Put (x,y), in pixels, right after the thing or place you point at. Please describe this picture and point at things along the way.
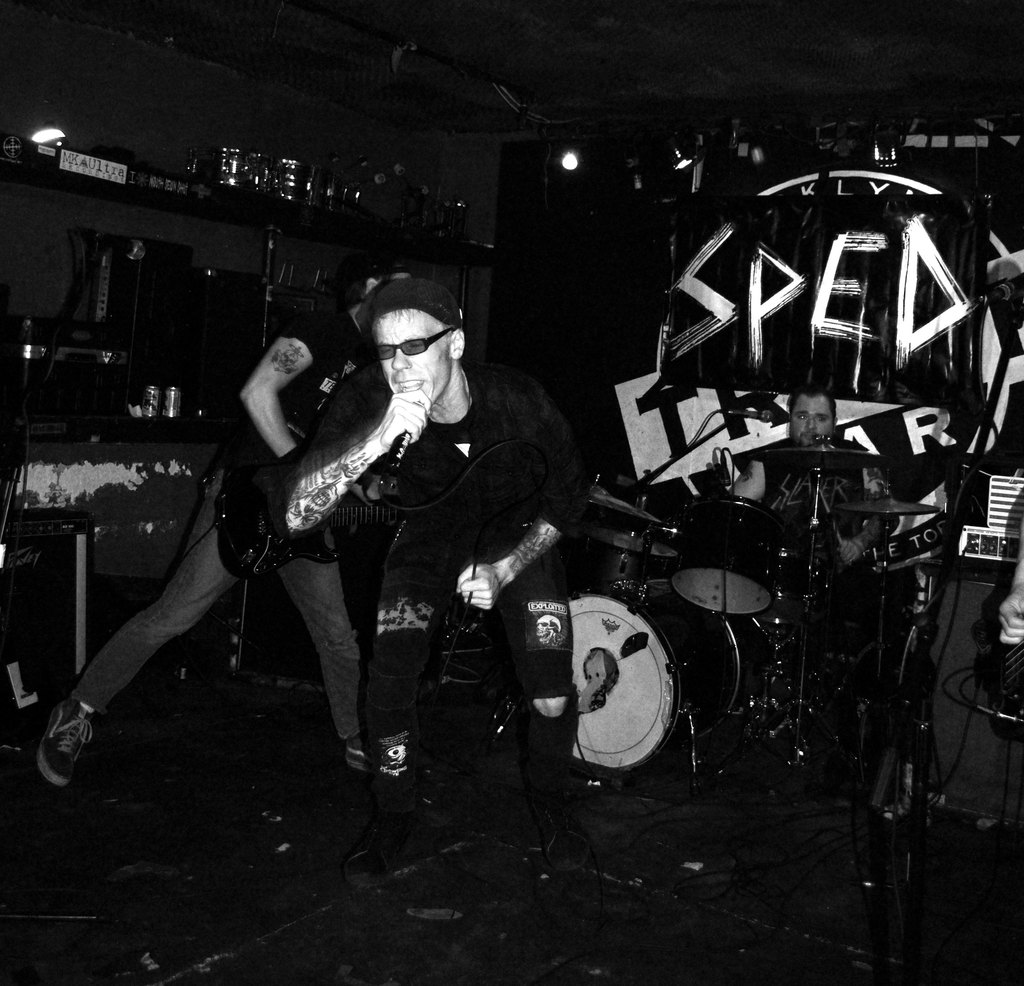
In this image I can see a person (405,514) is holding a microphone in the hand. In the background (262,405) I can see people (264,405), musical instruments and some other objects (190,242). This picture is black and white in color.
